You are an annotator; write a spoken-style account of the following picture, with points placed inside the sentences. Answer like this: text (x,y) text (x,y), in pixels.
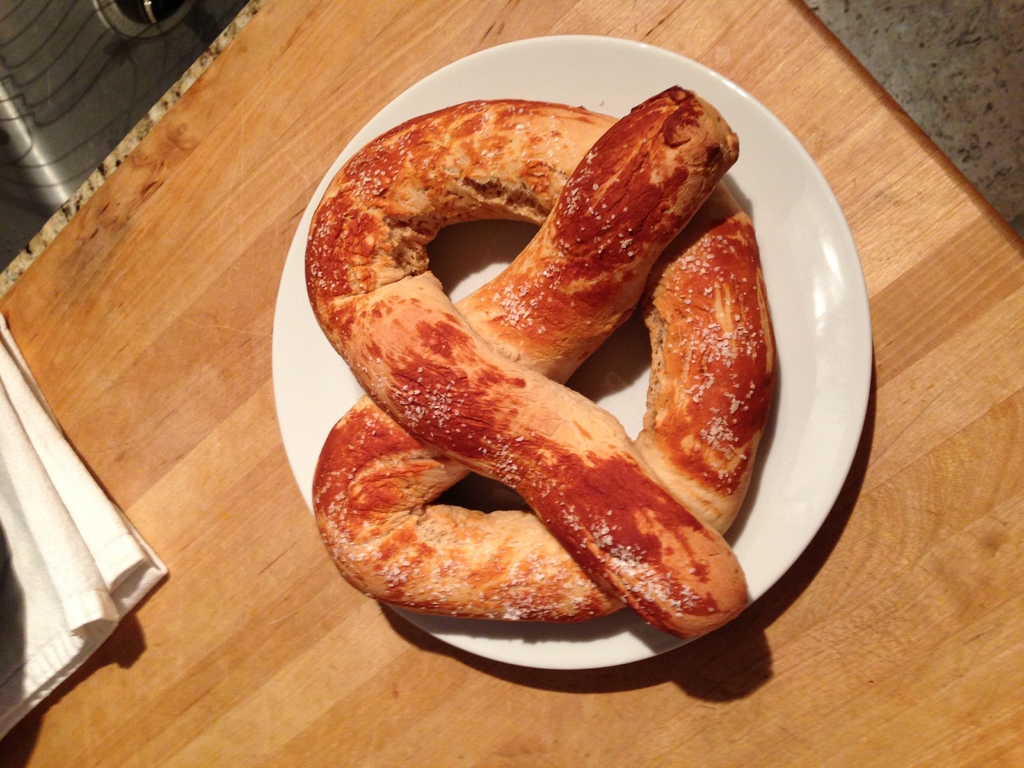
In this image I can see a food item (649,308) in a plate (618,410), napkin (143,555) on the table (198,552). This image is taken may be in a room (1023,186).
